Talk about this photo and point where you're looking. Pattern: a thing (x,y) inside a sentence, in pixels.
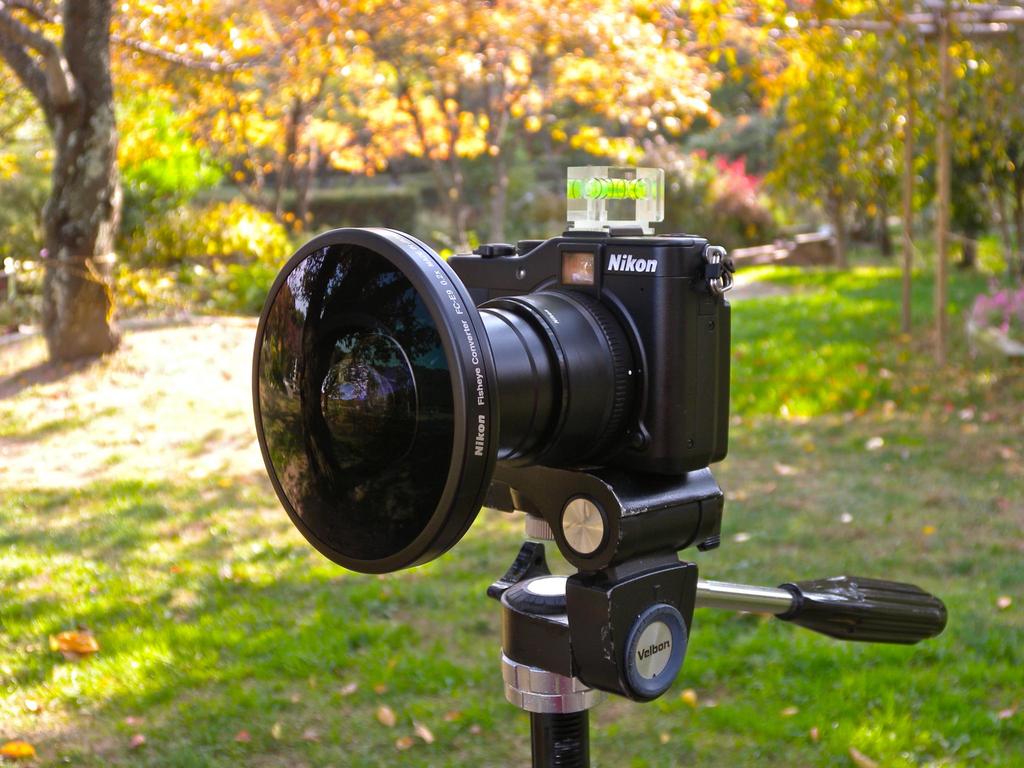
In this picture there is a camera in the center of the image (456,467) and there are trees (994,246) in the background area of the image (504,134).
